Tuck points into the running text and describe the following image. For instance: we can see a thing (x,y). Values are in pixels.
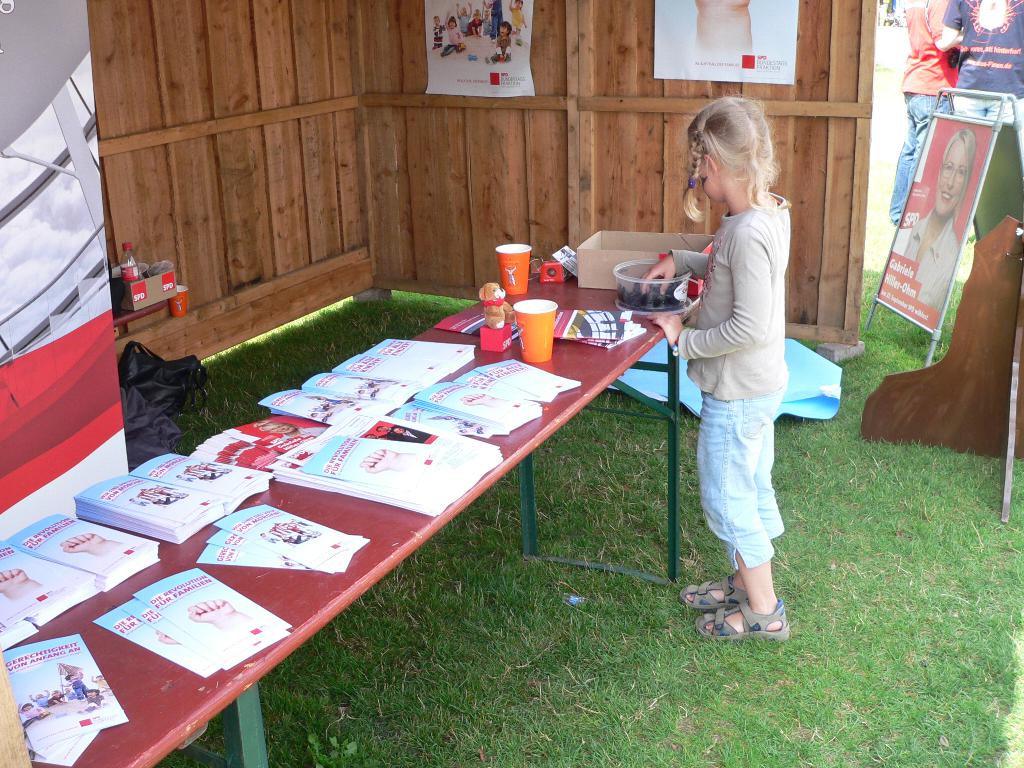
In the center of the picture (670,319) there is a girl (697,156) standing taking food (628,287) from the box (638,296). On the left (234,576) there a bench (580,288), on the bench (77,630) there are pamphlets (183,533). On the top right (929,58) there are two persons (941,48) standing, before them there is a hoarding (927,185). In the background (810,104) there is a wooden wall (532,144). Place (889,520) is covered with grass (463,662). There are few glasses (177,301).
